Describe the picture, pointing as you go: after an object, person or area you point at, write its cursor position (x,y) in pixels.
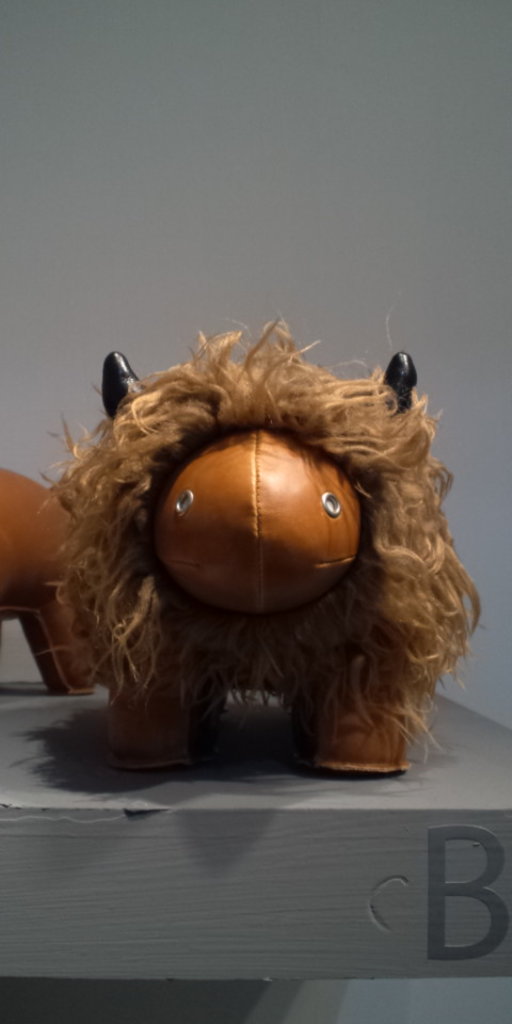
In this picture we can see there are two toys (115,596) on an object (217,812). Behind the toys (117,541) there's a wall (169,225). On the object (256,895), it is written as "B".
